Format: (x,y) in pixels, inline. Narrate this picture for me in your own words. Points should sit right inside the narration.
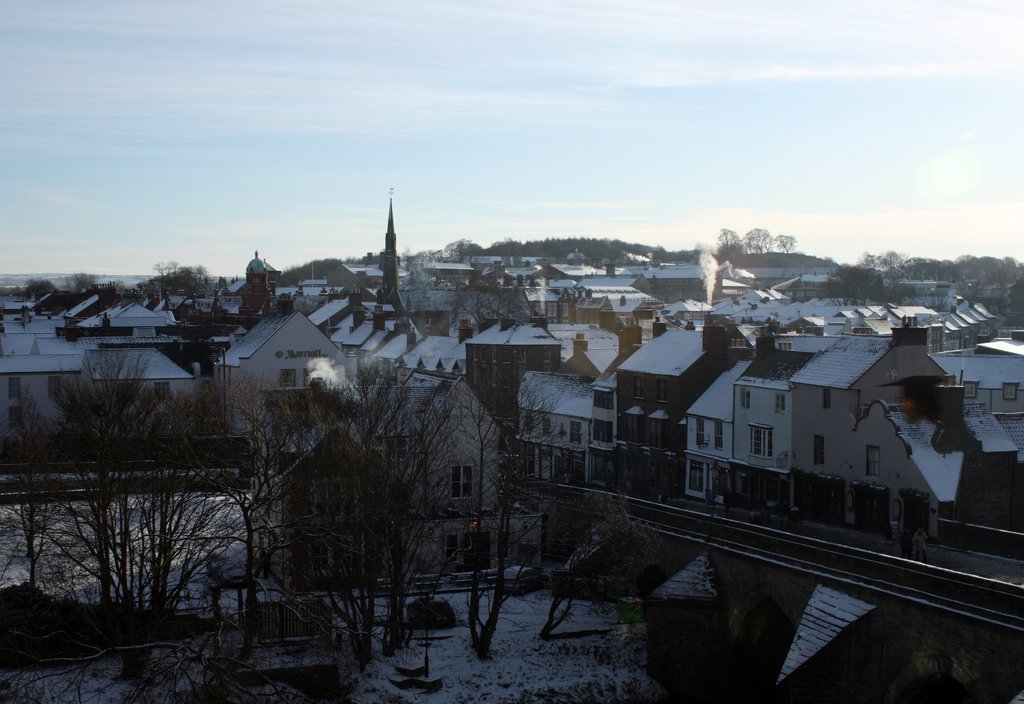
In this image I can see few trees (238,672), background (772,414) I can see few buildings (718,414) in white, brown and cream color and the sky (508,125) is in white and blue color.
